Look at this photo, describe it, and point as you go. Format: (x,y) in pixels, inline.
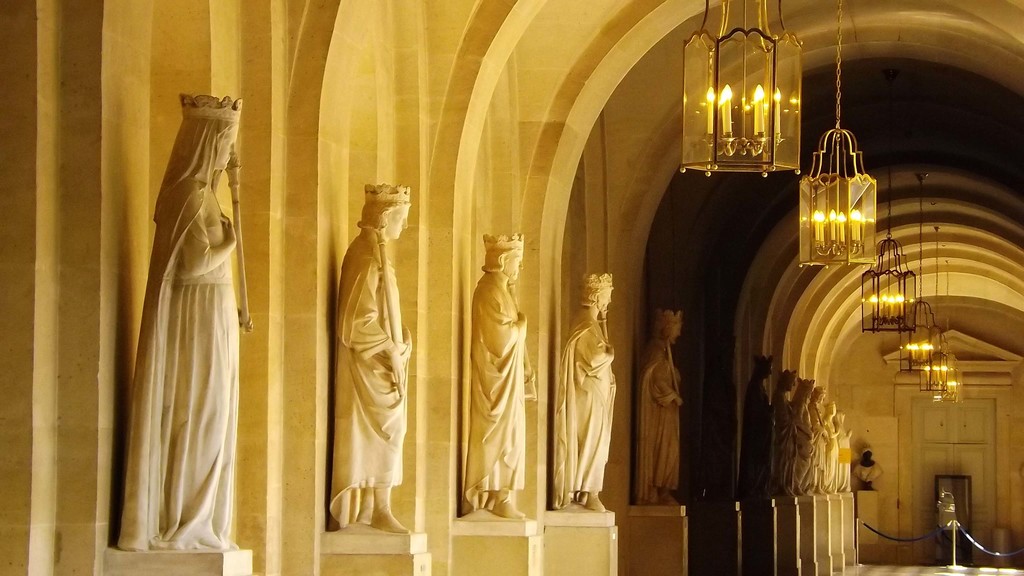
In this image we can see so many statues (836,460). And chandeliers (805,198) are attached to the roof (884,55). Right bottom of the image (947,527) fencing (953,532) is there, behind fencing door (912,499) and one black color thing (965,492) is present.
